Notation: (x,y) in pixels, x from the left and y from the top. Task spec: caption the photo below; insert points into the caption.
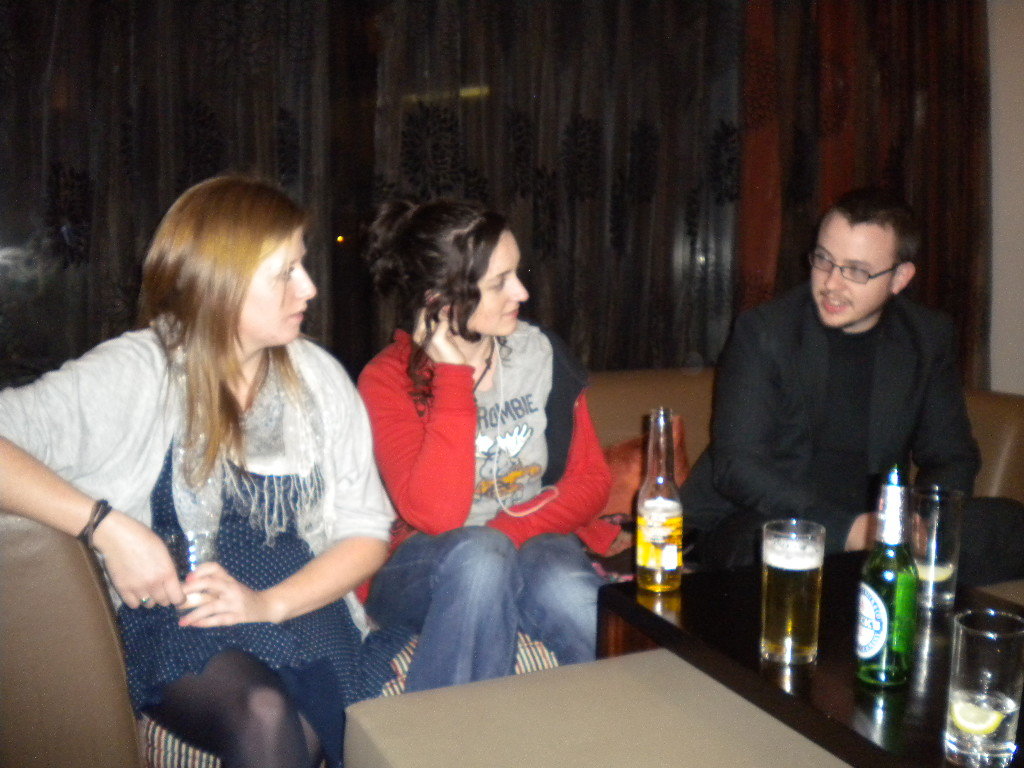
Two women (183,283) and a man (854,323) are sitting on a sofa (706,420) with two beer bottles (896,522) and three glasses (938,556) on a table (726,633) in front of them.
